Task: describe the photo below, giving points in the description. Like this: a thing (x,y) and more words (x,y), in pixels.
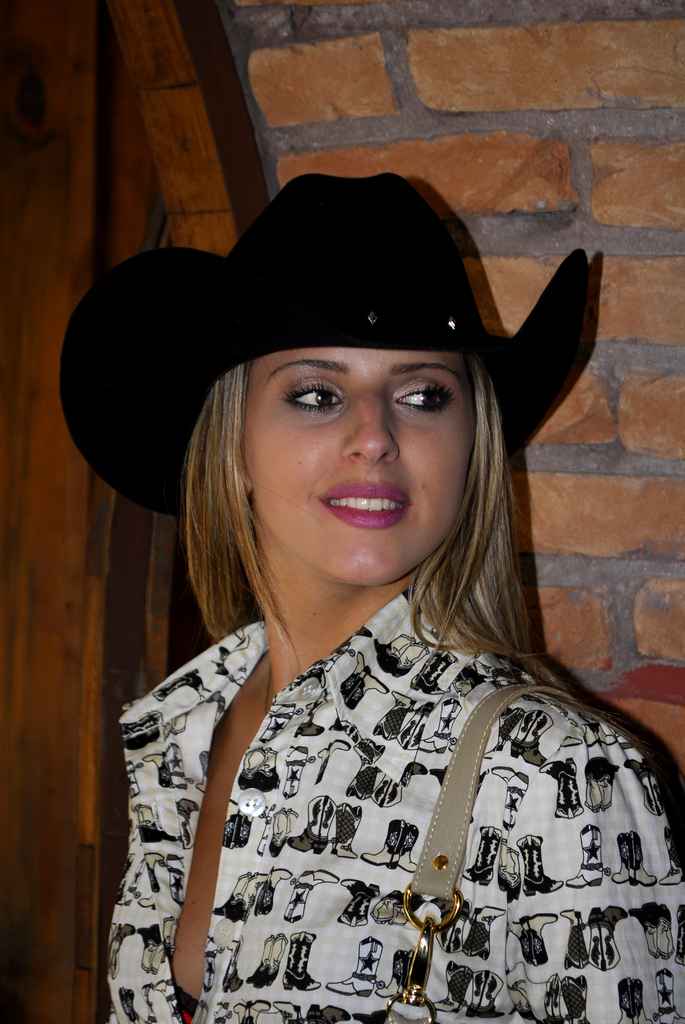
In the foreground of this picture (401,631), there is a beautiful woman (448,638) standing and having smile on her face (362,469) and she is also wearing a black hat (390,263). In the background (476,265), there is a wall (470,56) and a door (88,60).
